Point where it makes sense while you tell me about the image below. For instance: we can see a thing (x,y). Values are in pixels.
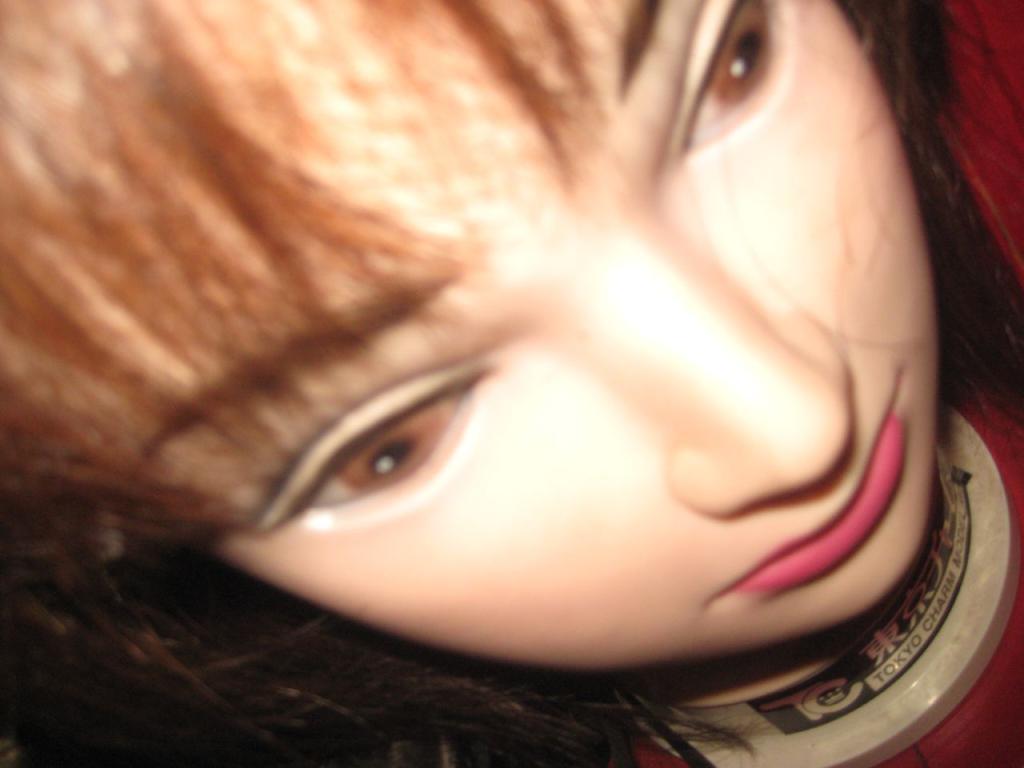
In this image we can see a doll (602,461).
